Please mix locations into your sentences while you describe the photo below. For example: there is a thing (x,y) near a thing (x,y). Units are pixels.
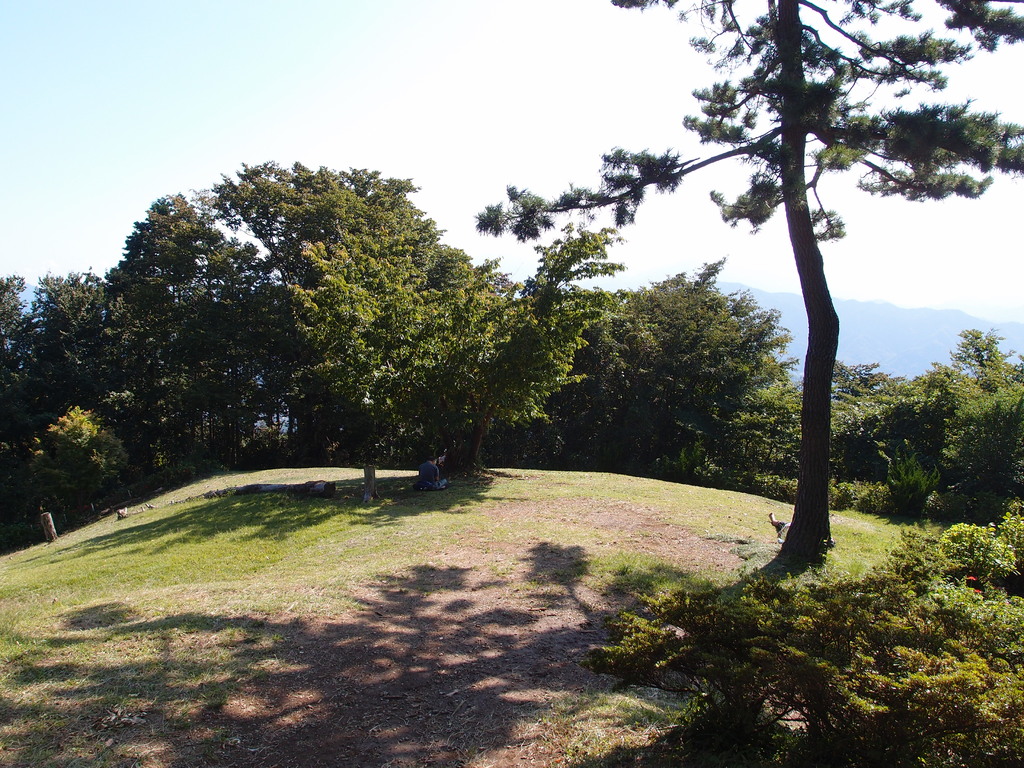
In this image there is grass (273,549), trees (606,424), hills (944,320), and in the background (657,196) there is sky (548,97).
